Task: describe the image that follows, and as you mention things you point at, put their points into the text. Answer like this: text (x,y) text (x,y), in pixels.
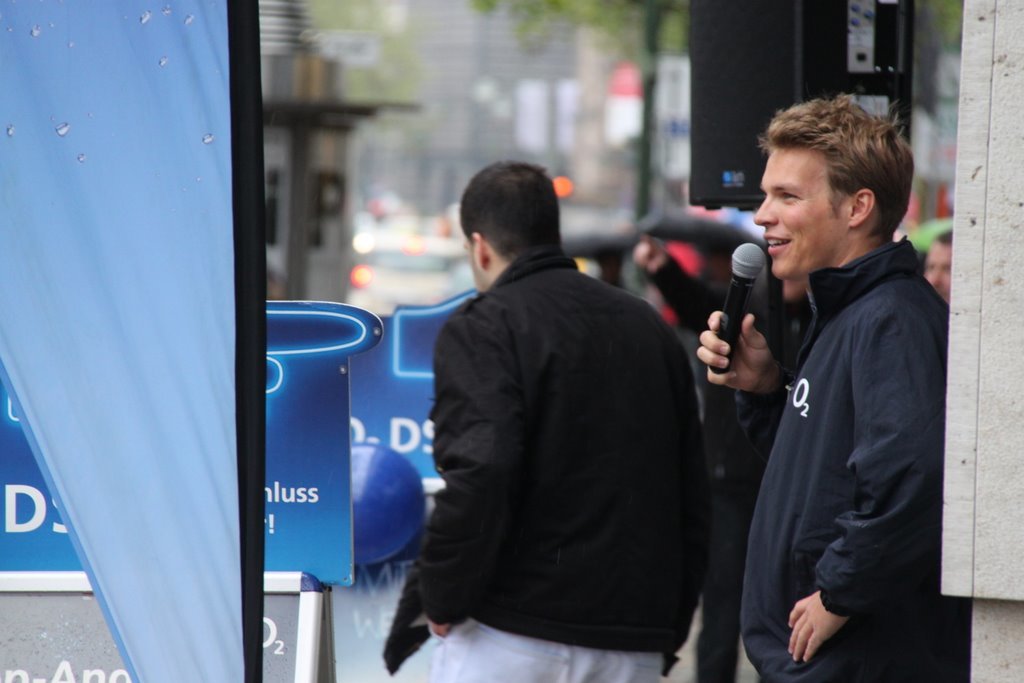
It looks like an event, there are some blue color banners (330,492) to the right side (734,437) there are some people (534,528) standing, the first person (904,262) is holding mike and speaking something in the background (550,75) there are other buildings (561,103) and trees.
